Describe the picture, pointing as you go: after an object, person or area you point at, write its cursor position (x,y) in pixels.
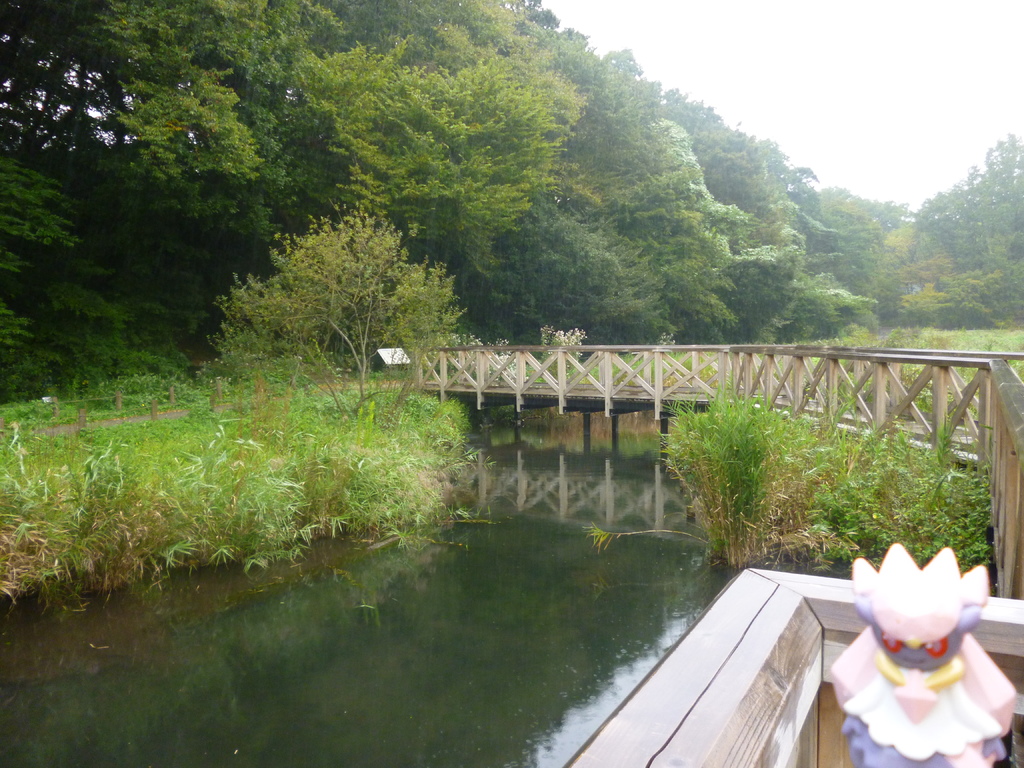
In this picture we can see the water (421,538), bridge (912,431), toy (866,584), plants (829,491), trees (753,295), some objects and in the background (910,80) we can see the sky (746,79).
